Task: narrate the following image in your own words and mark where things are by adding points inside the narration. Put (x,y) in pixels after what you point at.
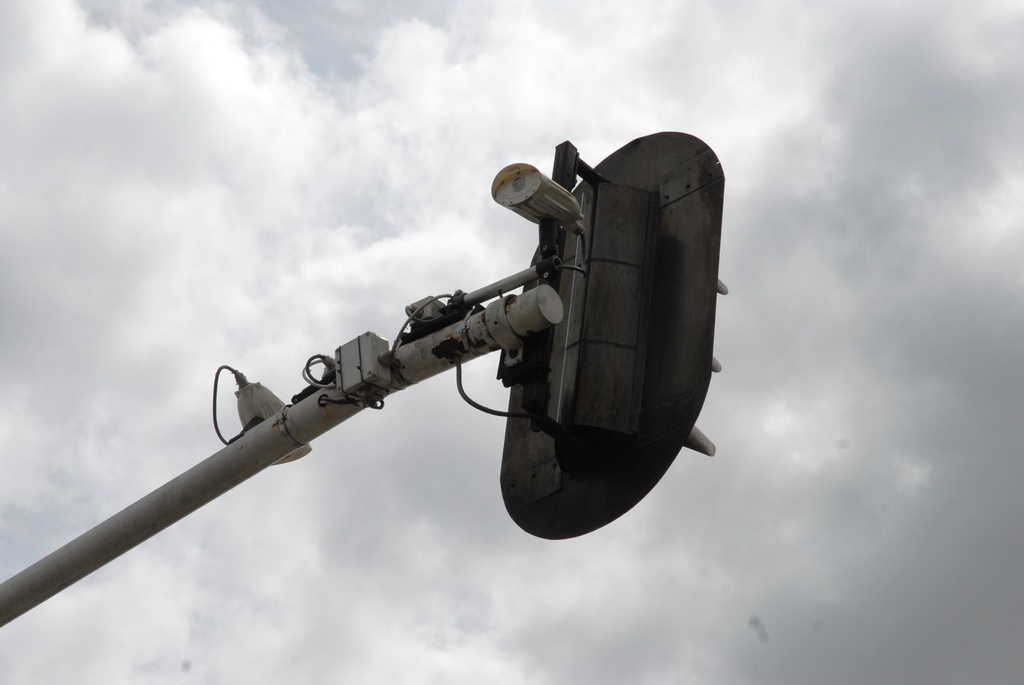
In the image in the center (610,277), we can see one pole (215,466) and one sign board (638,426). In the background (135,139), we can see the sky (419,109) and clouds (501,145).
